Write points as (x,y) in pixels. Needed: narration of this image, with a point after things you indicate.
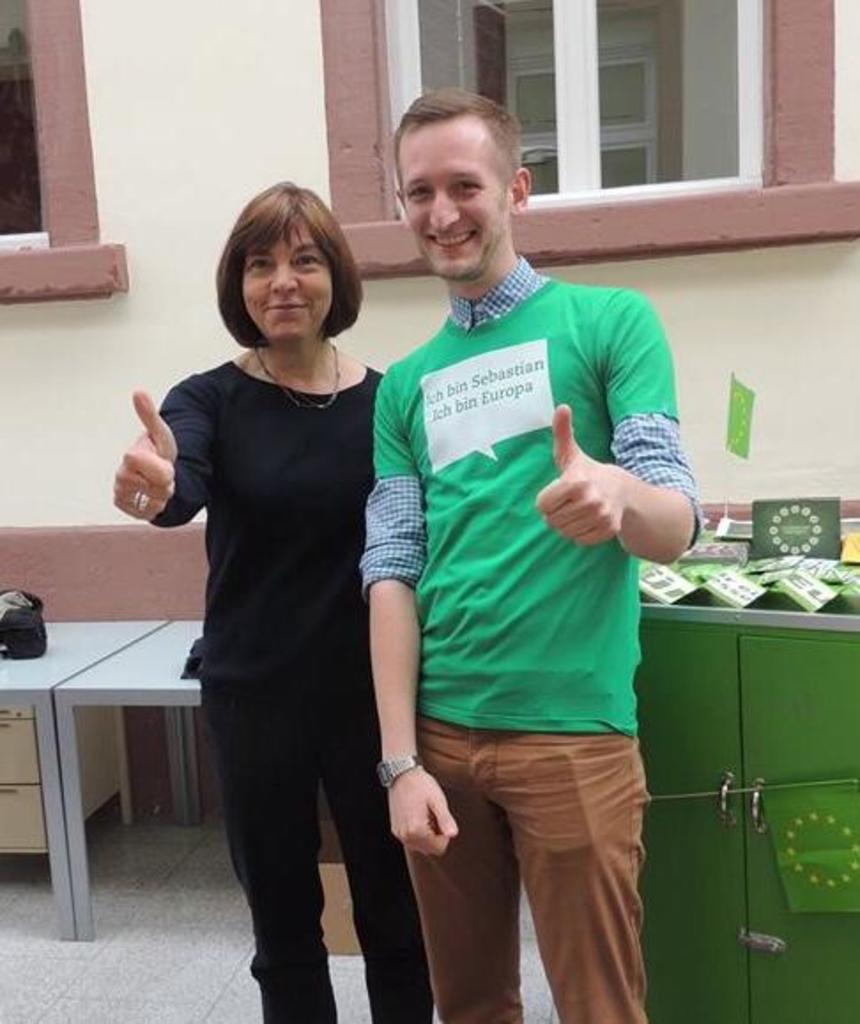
In this image in the center (477,514) there is one man (420,767) and one woman (259,478) standing and they are smiling, and in the background (715,607) there are tables (697,617). On the tables (715,601) there are some cards (728,587) and boards (819,542), and objects (812,540). At the bottom (20,980) there is floor (533,1001), and in the background (333,886) there is a box (325,869) and there are windows (684,154) and wall (224,70).
